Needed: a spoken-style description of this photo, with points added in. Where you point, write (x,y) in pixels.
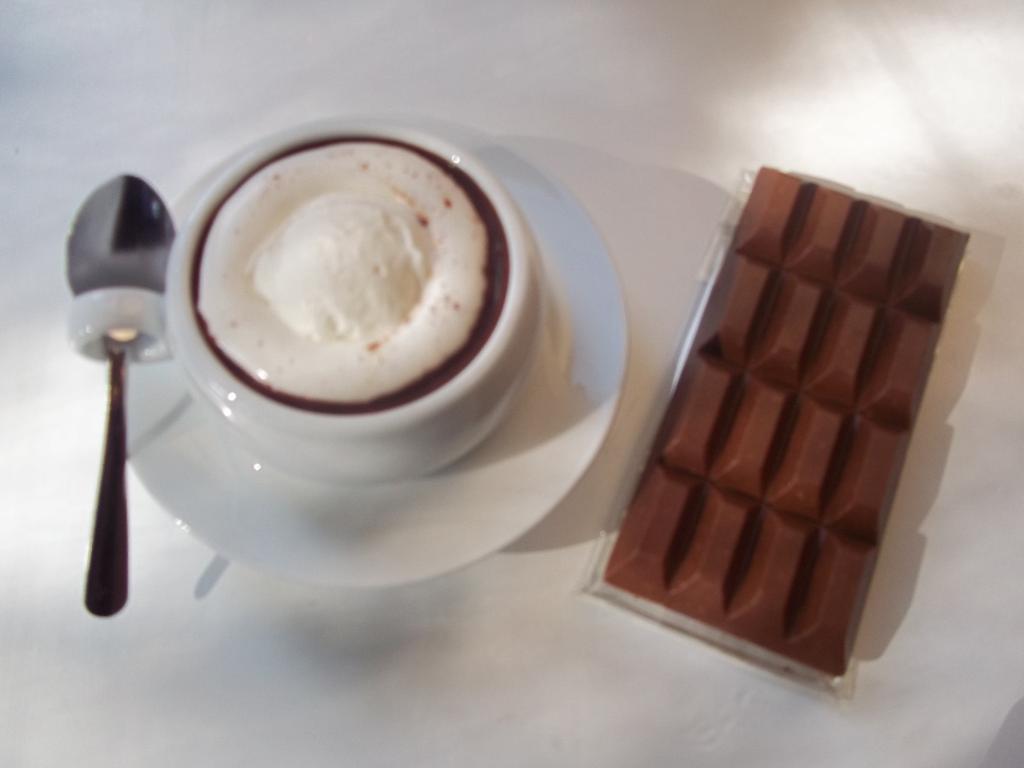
In this picture there is a cup of drink (450,244) and a spoon (86,281) on the left side of the image (113,207) and there is a chocolate bar (829,560) on the right side of the image (796,298).
